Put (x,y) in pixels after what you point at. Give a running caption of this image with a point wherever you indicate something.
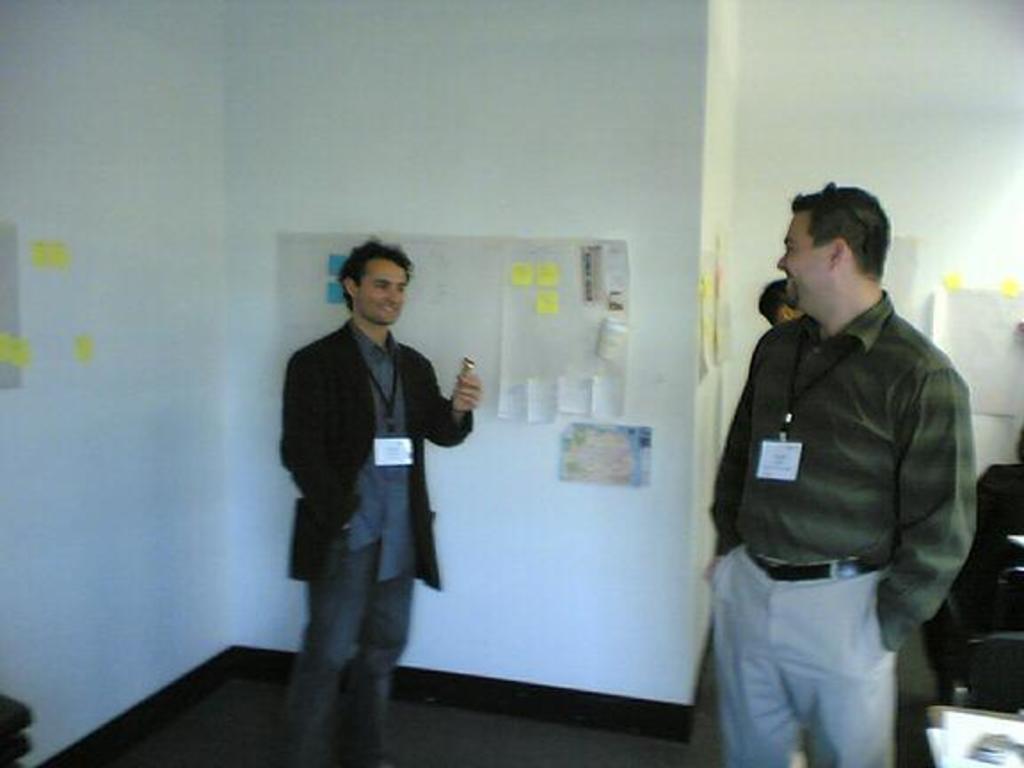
In the background (559,289) we can see papers (469,328) and few sticky notes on the wall (72,302). We can see people (920,337) standing on the floor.
